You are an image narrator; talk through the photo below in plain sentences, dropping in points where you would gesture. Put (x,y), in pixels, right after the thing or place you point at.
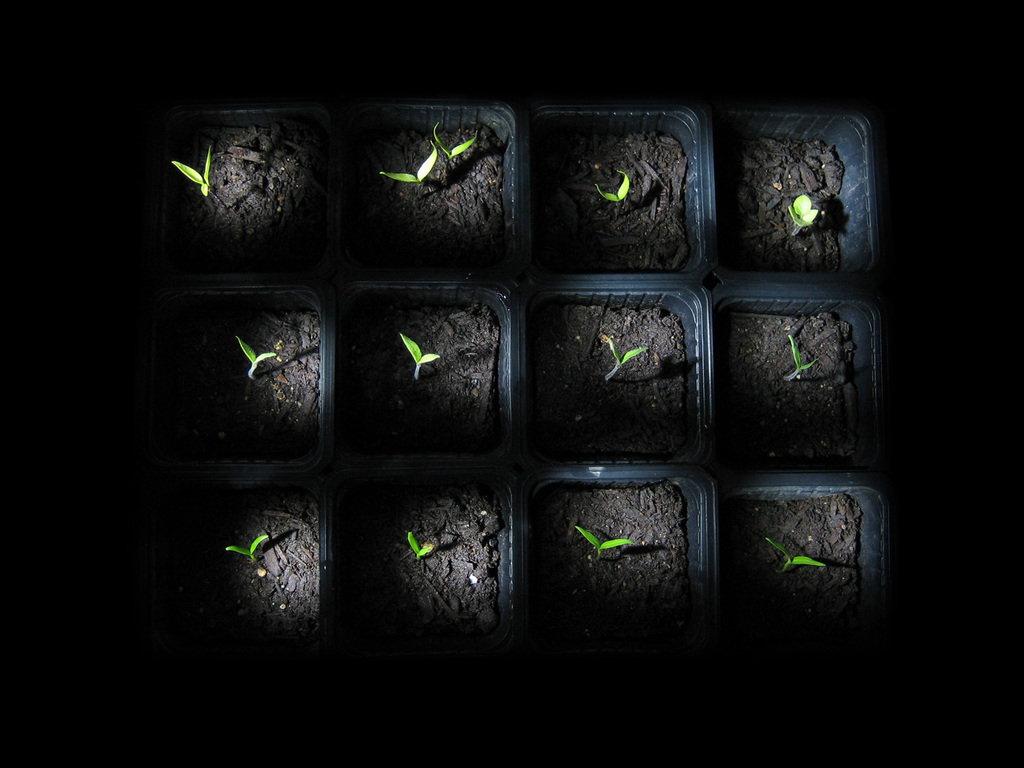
In this image we can see a group of seedlings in the containers (690,497).
